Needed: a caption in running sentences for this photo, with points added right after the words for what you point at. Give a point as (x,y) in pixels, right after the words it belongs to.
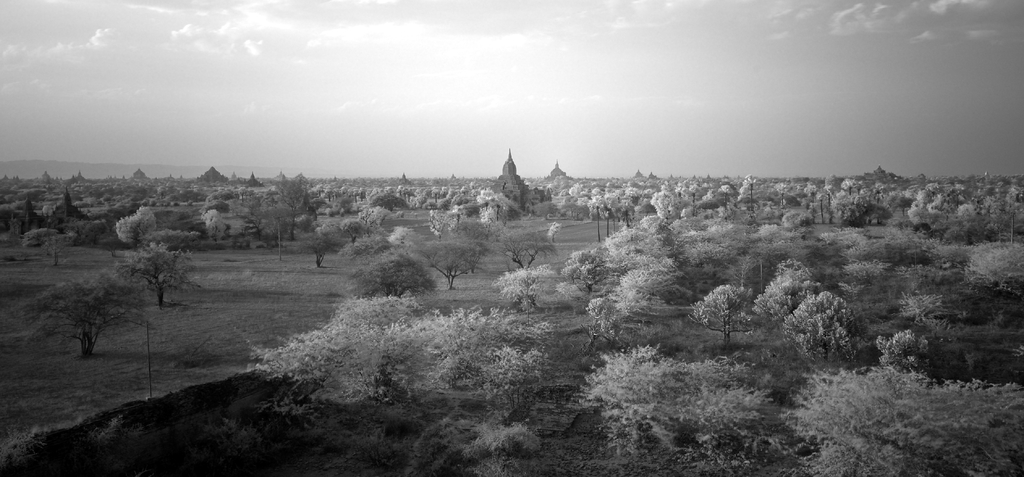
This is a black and white image. In this picture we can see the buildings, trees (605,272), poles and ground (106,259). On the left side of the image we can see the hills (53,169). At the top of the image (436,132) we can see the clouds (846,14) in the sky (727,19).
